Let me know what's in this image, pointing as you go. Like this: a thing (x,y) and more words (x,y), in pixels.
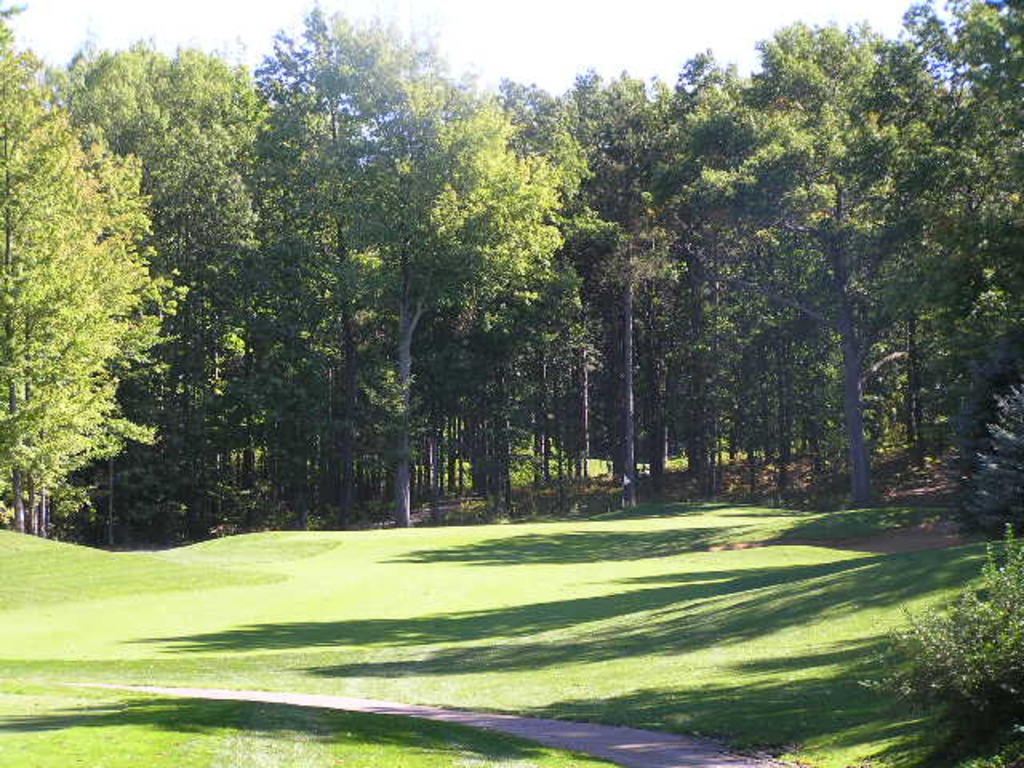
This picture shows trees (463,101) and grass (229,606) on the ground (409,695) and we see a cloudy sky (531,12).
